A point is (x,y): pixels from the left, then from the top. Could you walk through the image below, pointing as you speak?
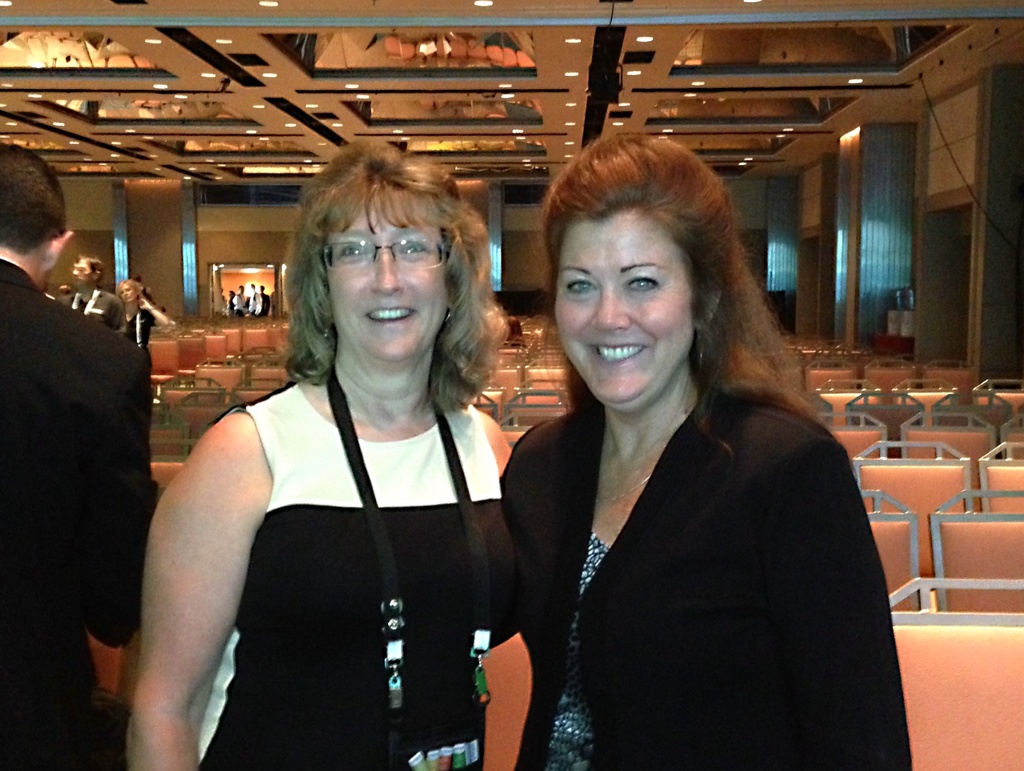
In this image we can see some people (343,532) standing on the floor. We can see some chairs (909,496) and some people (150,310) on the floor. On the backside (357,52) we can see a wall (520,271), roof (406,70) and ceiling lights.
